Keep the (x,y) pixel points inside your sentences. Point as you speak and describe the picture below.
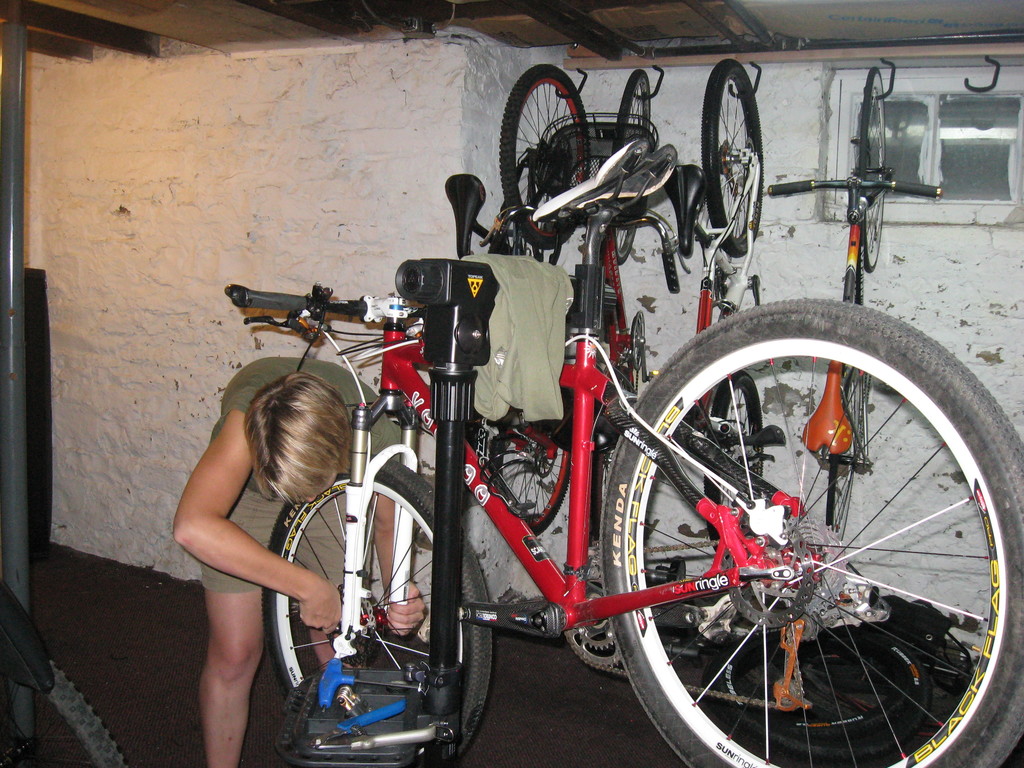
In this image on the left (257,499), there is a woman (263,564), she wears a dress (252,531). In the middle (607,480) there are cycles (642,584). In the background (659,544) there is wall (407,151), window (955,180) and roof (904,33).
